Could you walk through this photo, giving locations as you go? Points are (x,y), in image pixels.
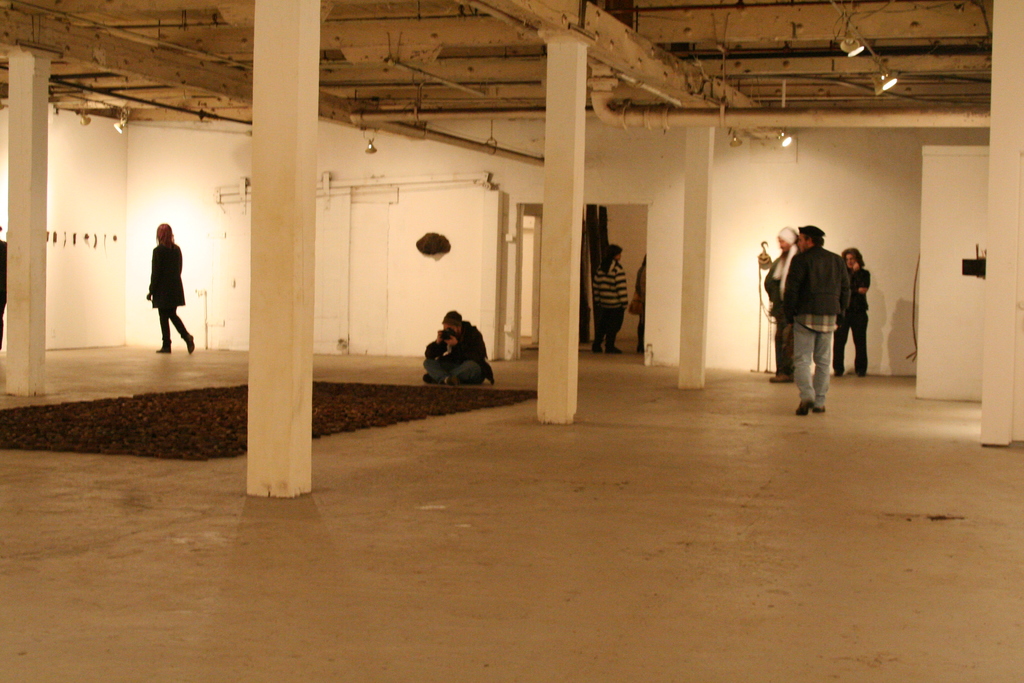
In this image there are people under the roof (360,3). On the right side of the image (965,341) there is a door (982,330). There are pillars (303,260). On top of the image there are lights (850,51). In the background of the image (139,180) there is a wall (161,164). At the bottom of the image (511,604) there is a mat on the floor (458,520).
